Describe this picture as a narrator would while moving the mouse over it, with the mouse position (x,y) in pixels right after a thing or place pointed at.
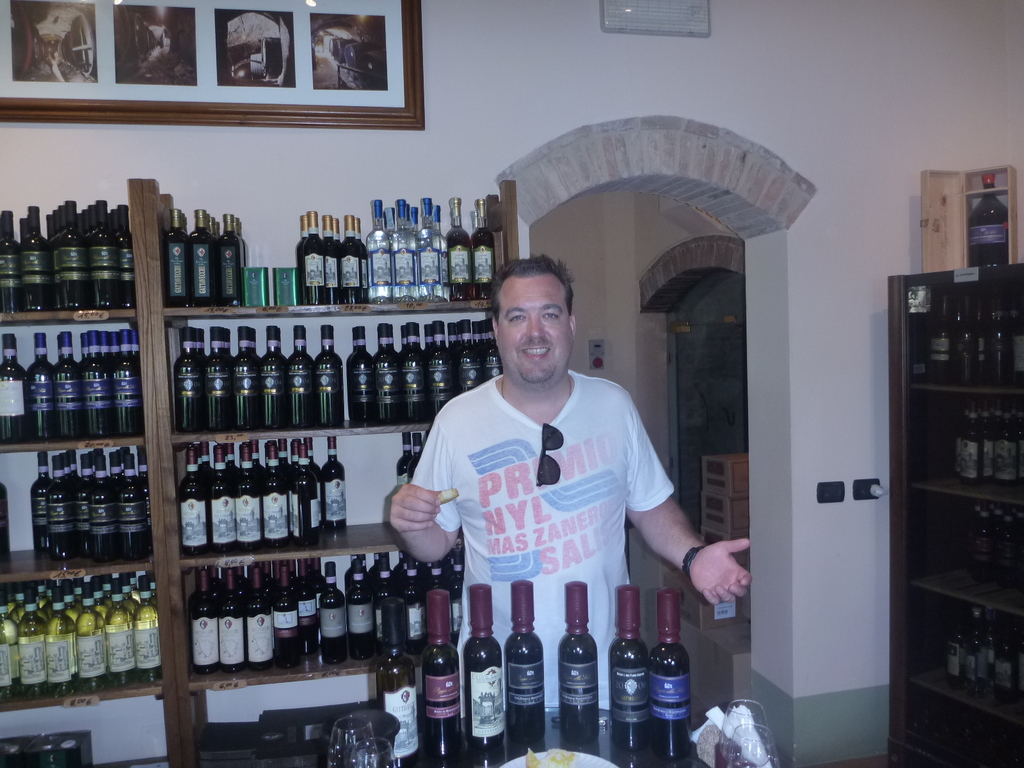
In this image I can see a person (543,531) standing in front of the table (461,733). On the table (632,758) there are bottles (445,714), glasses (374,760), and the plate (544,759). In the back (268,359) there is a wine rack (286,316) and the frames (317,96) attached to the wall (681,158).
